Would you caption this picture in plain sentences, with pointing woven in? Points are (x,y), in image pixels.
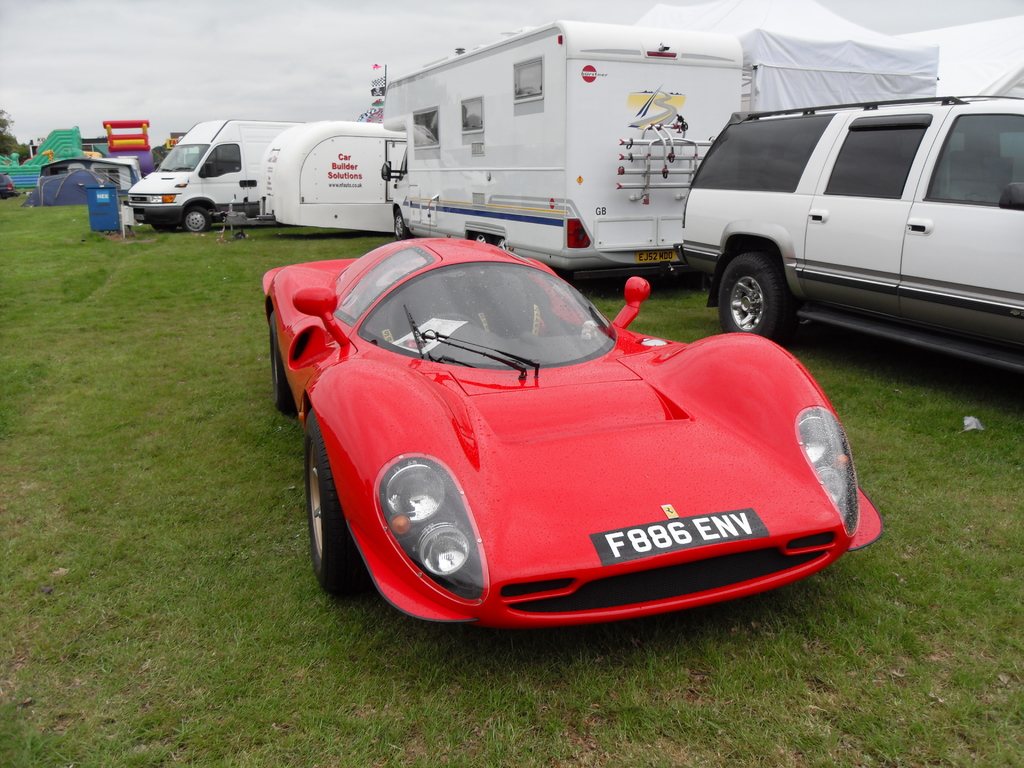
This image consists of a car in red color. At the bottom (342,728), there is green grass (296,706). In the background (1022,215), we can see many vans (238,196) and a truck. At the top (122,39), there are clouds (172,58) in the sky (486,12).
